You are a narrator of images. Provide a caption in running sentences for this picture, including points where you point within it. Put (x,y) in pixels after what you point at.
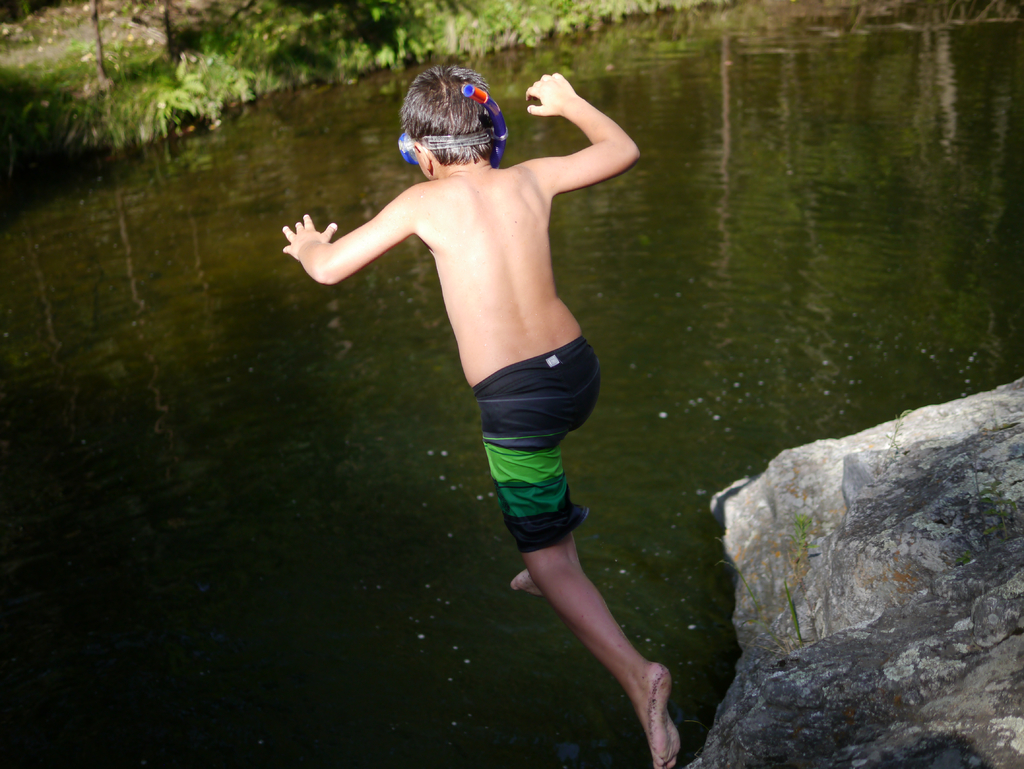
In this image I can see the person (522,254) in the air. He is wearing the black and green color boxer (529,467). To the right (837,557) I can see the rock (825,596). And I can see the water (228,176) and trees (194,34) in the back (219,44).
